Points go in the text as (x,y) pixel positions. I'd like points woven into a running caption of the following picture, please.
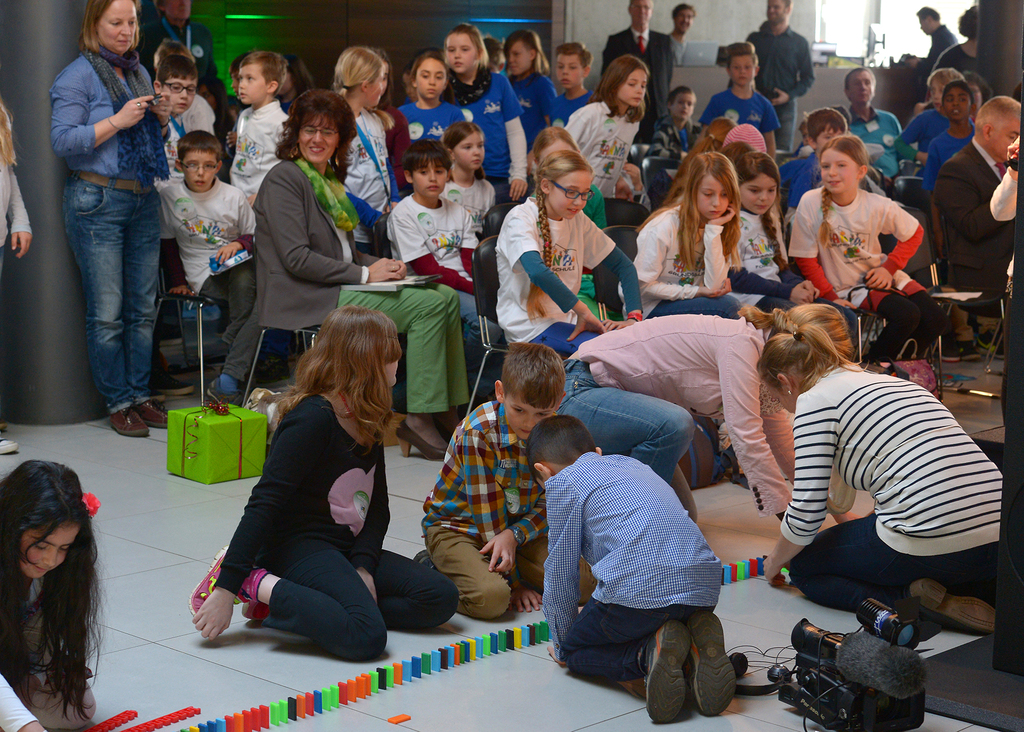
In the image we can see there are people (571,250) sitting on the chair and others are kneeling down on the floor (352,676). There is a video camera (850,668) kept on the floor (746,678) and behind there are other people (272,149) standing.
